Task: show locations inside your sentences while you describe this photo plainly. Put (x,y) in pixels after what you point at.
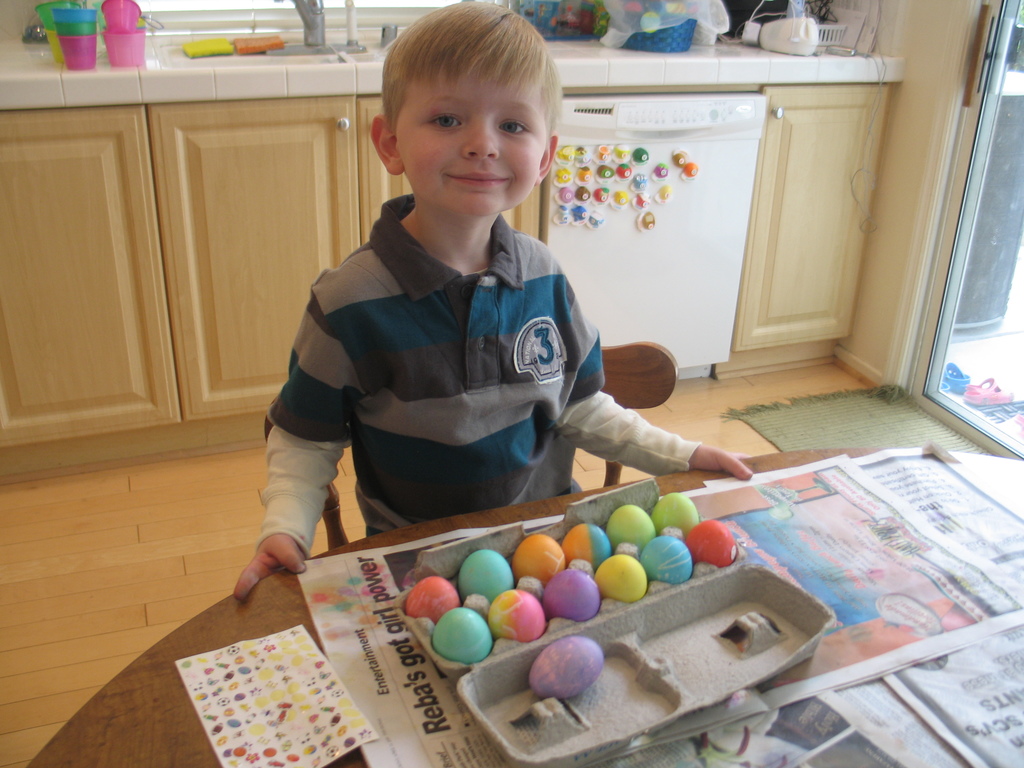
As we can see in the image there is a table (355,753), box (618,627), a boy (401,233) standing over here, cupboards (48,216), sink (314,47), glasses (75,33) and a door (984,113). On table (943,561) there are newspapers (863,611).
